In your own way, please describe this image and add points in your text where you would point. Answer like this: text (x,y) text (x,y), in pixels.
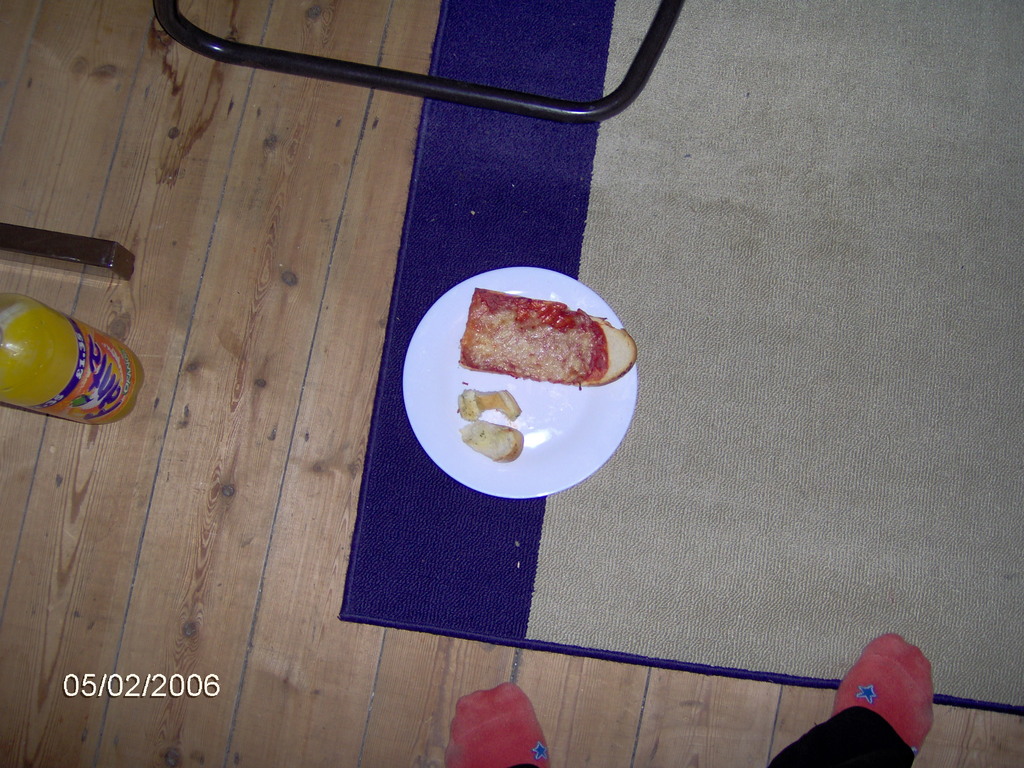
In this picture we can see bread piece (515,443) in the plate (547,452), which is placed on the carpet (602,534). Beside there is a juice bottle (59,378) on the wooden flooring (255,551). In the front (471,714) bottom side there is a person's leg (874,722).
